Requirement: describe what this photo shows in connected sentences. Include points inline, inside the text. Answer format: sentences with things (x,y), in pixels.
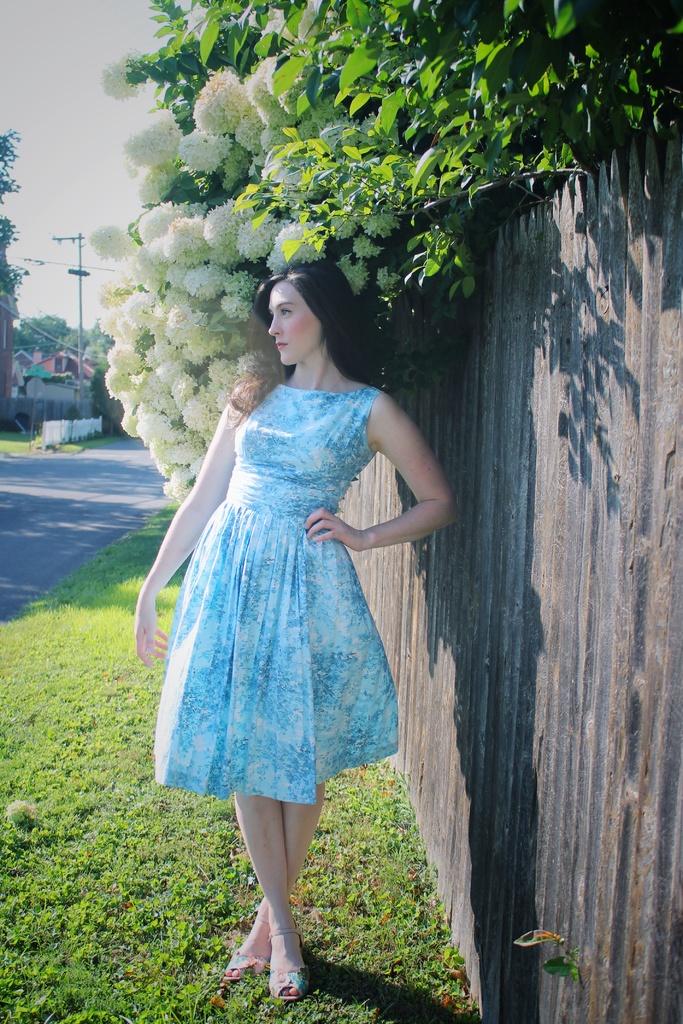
In the image there is a girl (269,672) standing on the grass (56,945) in front of wooden fencing (574,295), behind the fencing (670,295) there are trees (425,74) and there are flowers (193,147) and branches (325,211) above the girl's head (251,345), in the background (81,350) there is a pole (81,350) and houses (54,375).
